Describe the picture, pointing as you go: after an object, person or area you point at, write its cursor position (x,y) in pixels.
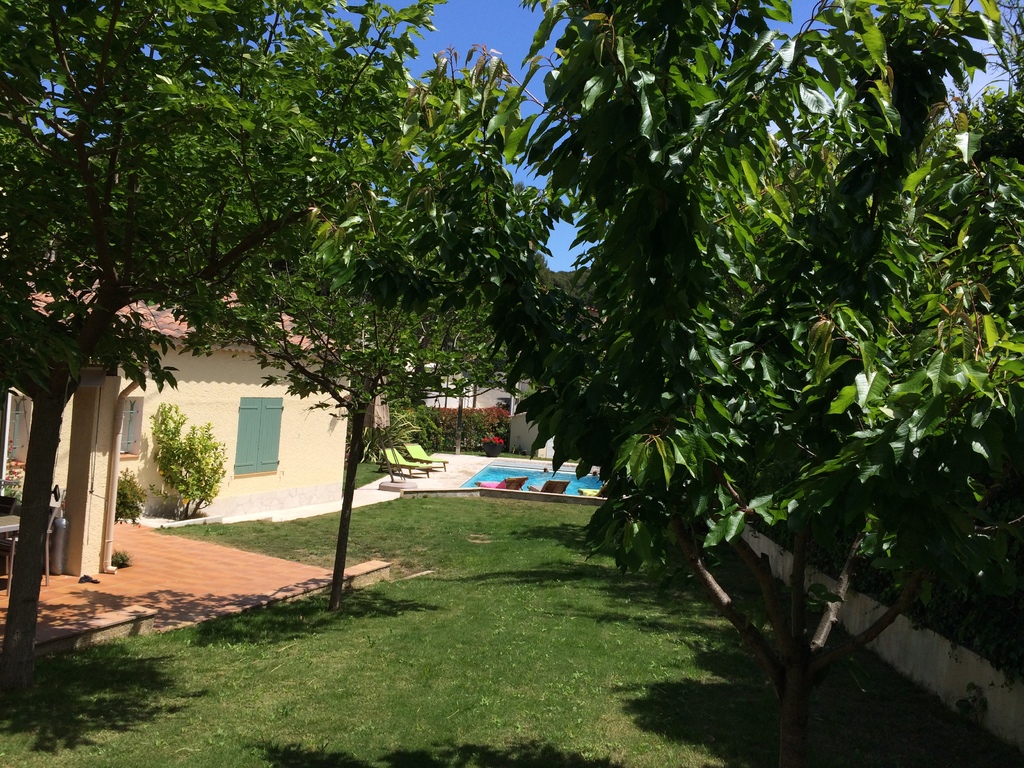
At the bottom of the image (609,670) there is grass (489,523) on the surface (502,537). There is a swimming pool (525,467). Beside the pool (539,480) there are chairs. There are buildings (112,458), plants (361,409). On the left side of the image (8,504) there is a chair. In the background of the image (456,36) there is sky (453,5).
